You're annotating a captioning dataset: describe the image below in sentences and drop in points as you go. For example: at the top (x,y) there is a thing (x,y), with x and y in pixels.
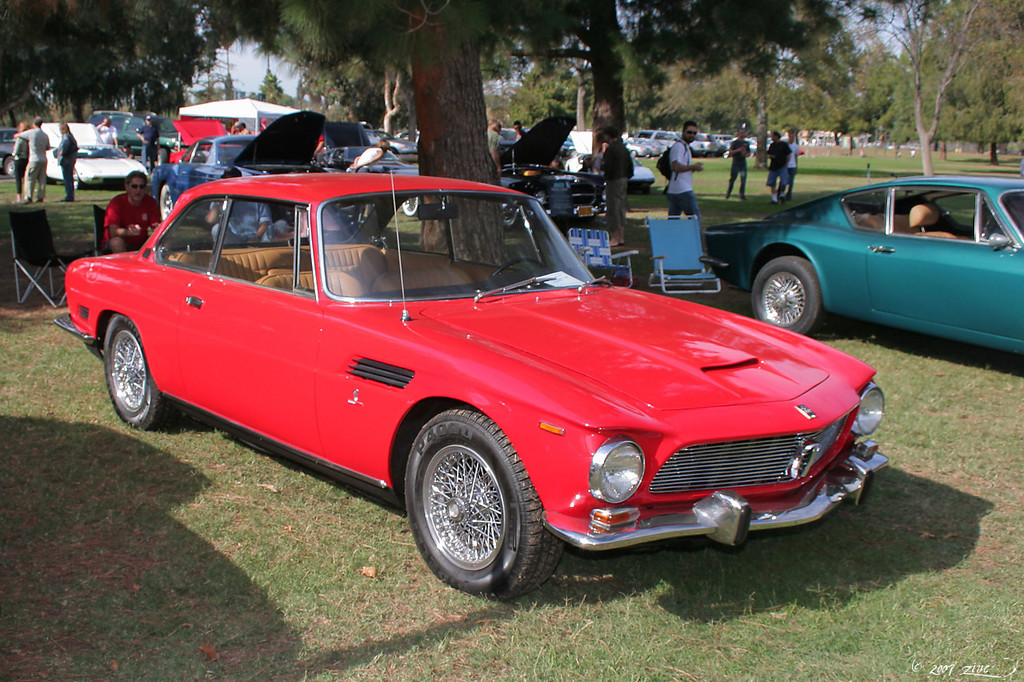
In this image I can see few vehicles (553,153) in different colors. I can see few chairs (653,235), few people (73,158), trees (507,109), few objects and few are sitting on the chairs (104,217).
